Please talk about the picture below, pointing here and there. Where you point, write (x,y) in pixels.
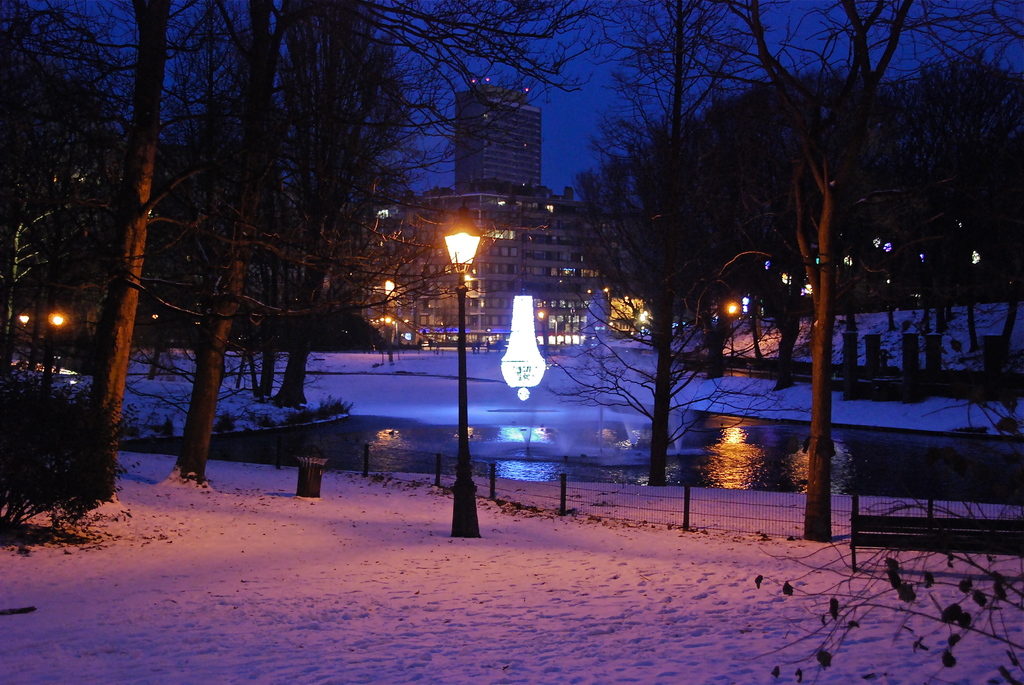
In this image I can see some snow (313,610) on the ground (472,612), few black colored poles (464,527) and lights (457,246) on them, a chandelier (530,315), few trees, a bench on the right side of the image (971,519), the water (682,469), few lights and few buildings (511,149). In the background (544,112) I can see the sky (613,59).
